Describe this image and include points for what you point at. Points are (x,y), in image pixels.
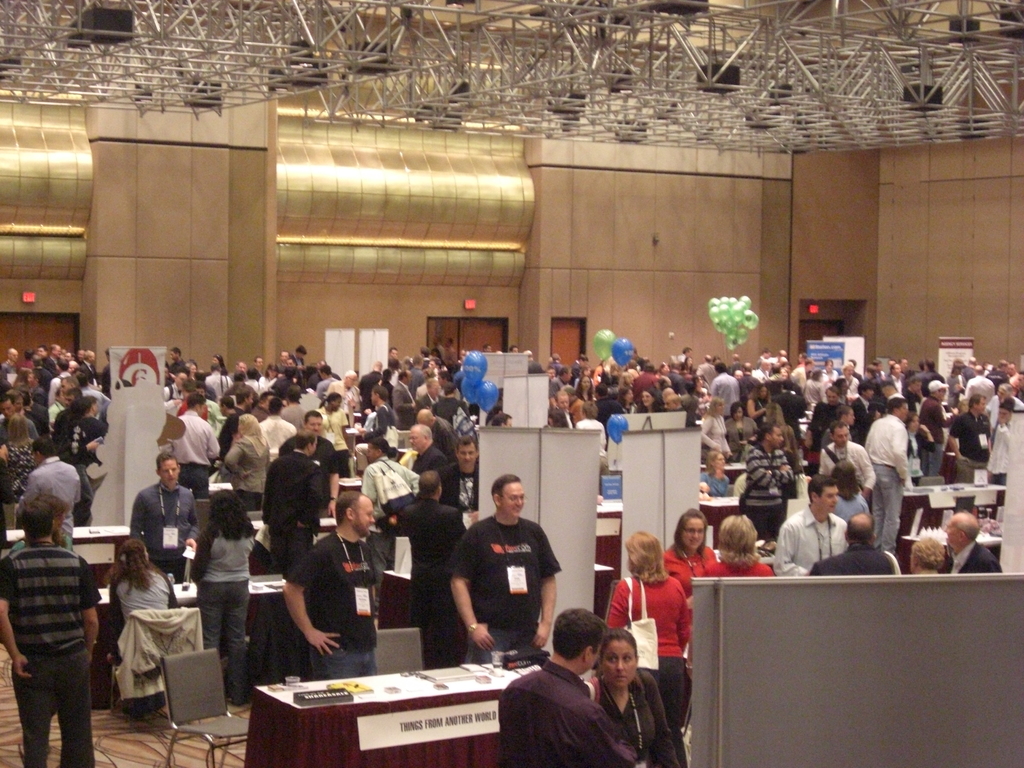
This image is clicked inside a room (201,664). There are tables (908,510) and chairs (189,669) in the room (861,489). There are many people (786,497) standing and a few sitting. They all are wearing identity cards (359,590) around their neck (344,530). In the background (539,259) there is a wall (669,252). There are doors (66,315) to the wall (88,312). There are balloons (724,302) in the image. In the top (563,53) there are metal rods (495,53) to the ceiling (636,57).
